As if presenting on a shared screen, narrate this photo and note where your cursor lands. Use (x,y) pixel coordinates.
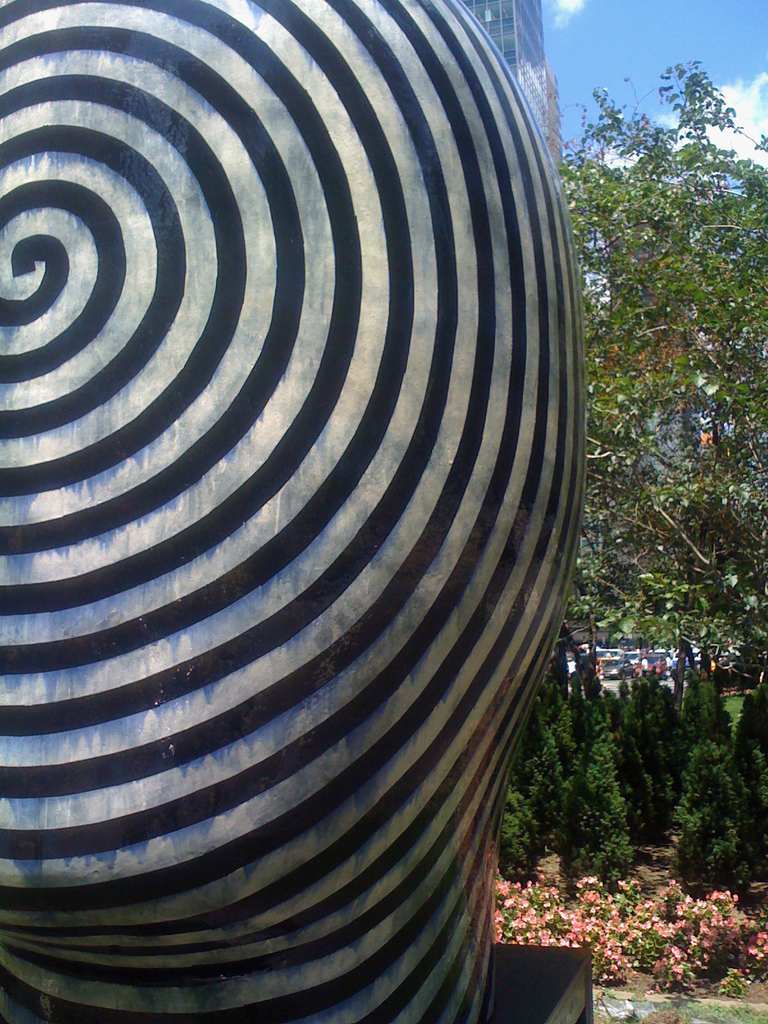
To the left side of the image (214,93) there is a statue (333,319) with black spiral (73,197). And to the right side of the image (626,433) there are trees (640,601), plants (634,796) and grass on the ground (644,996). To the top right corner of the image (628,49) there is a sky (673,53).
